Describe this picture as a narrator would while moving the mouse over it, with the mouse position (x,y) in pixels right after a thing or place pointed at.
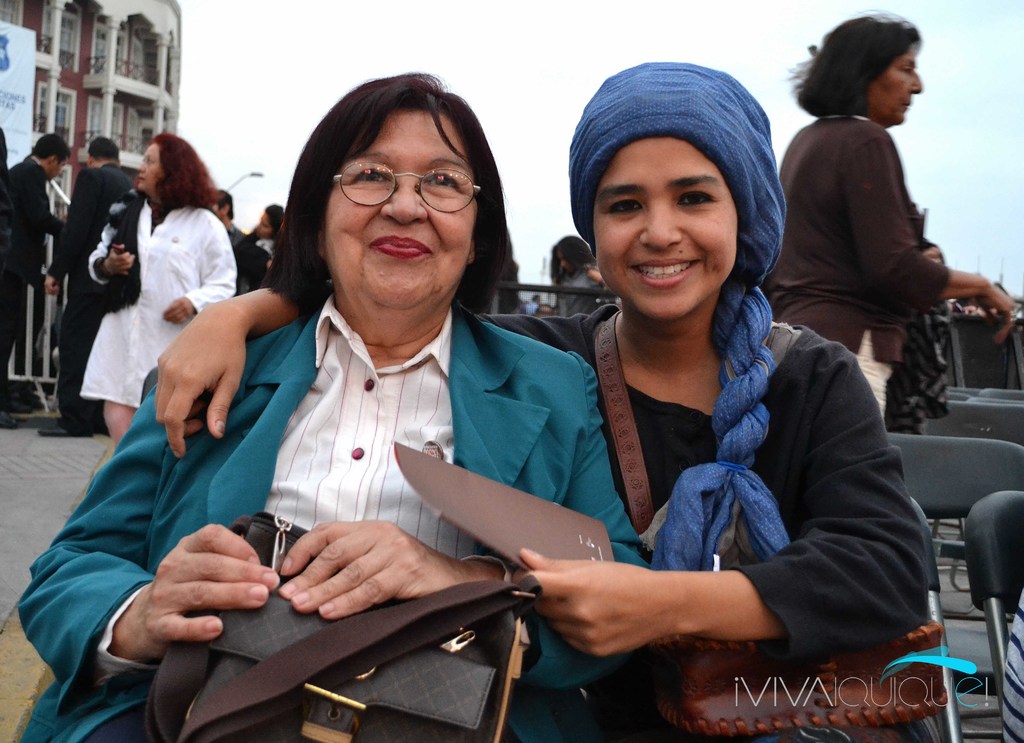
In this picture we can see two women (541,494) are sitting on chairs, they are smiling, in the background (831,160) there are some people (203,200) standing, on the left side (143,121) we can see a building (61,107) and a hoarding (18,86), we can see the sky (420,13) at the top of the picture (440,18), a woman (287,592) in the front (402,643) is holding a bag (292,627).
